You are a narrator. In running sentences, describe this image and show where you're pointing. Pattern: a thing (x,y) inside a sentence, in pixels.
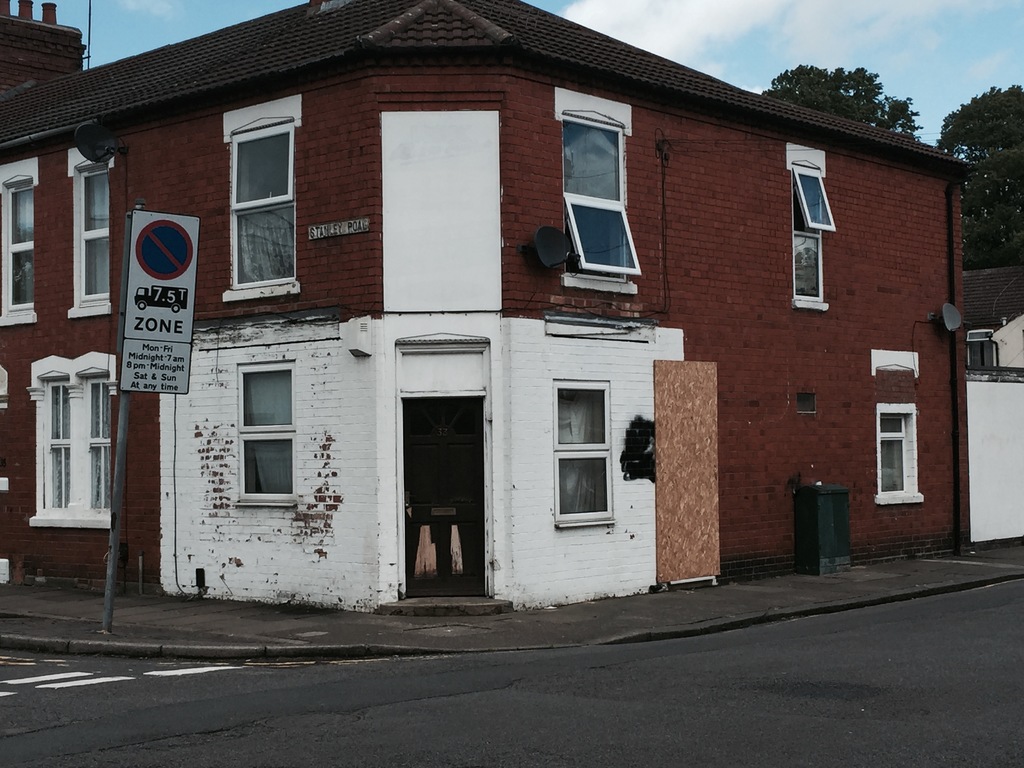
This image is taken outdoors. At the bottom of the image (452,669) there is a road (901,640) and a sidewalk (322,610). At the top of the image (846,31) there is a sky (770,35) with clouds (637,31). In the background (699,395) there is a house (395,306) with walls (534,262), windows (27,236) and a door (482,542). There are a few trees (966,197) and a board (169,319) with text (169,319) on it.
